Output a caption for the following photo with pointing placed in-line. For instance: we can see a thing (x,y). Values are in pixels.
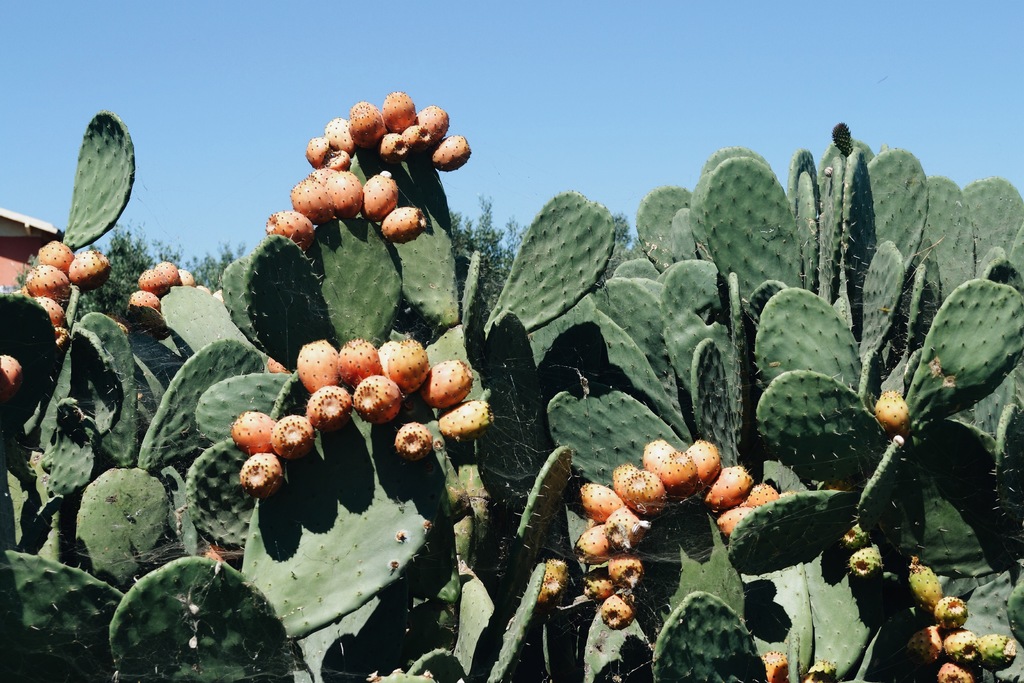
In this image we can see some plants (691,425) with fruits (367,394) and there are some trees (159,246) in the background (105,295) and we can see a structure (9,233) which looks like a house (26,239) and at the top (58,219) we can see the sky (735,12).
